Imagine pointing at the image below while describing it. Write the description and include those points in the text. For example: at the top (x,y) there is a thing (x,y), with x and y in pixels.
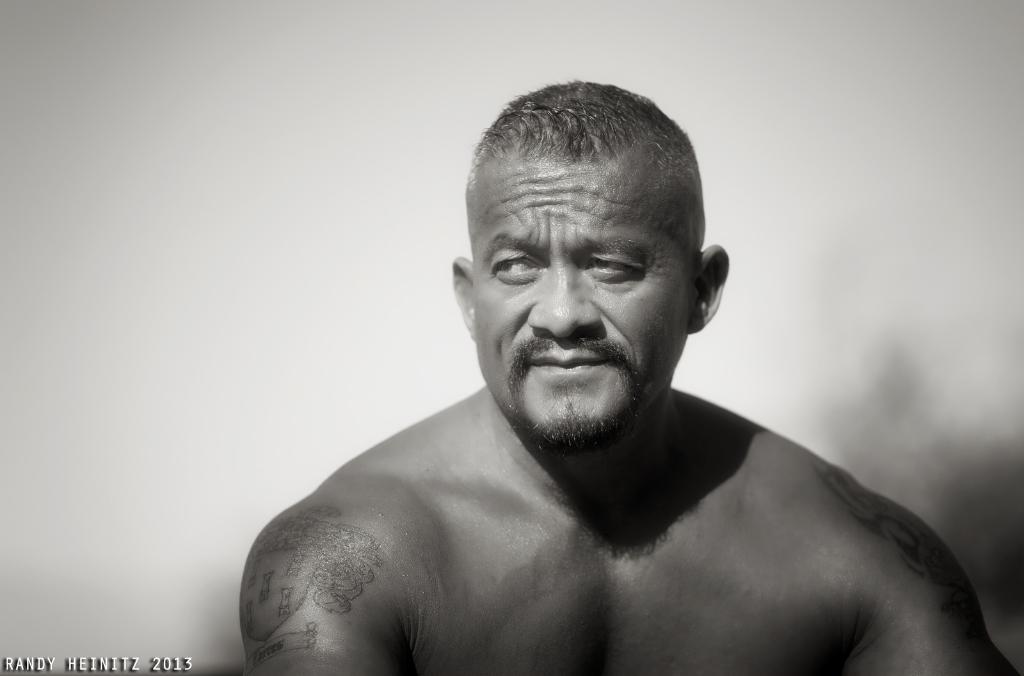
This is a black and white image. Here I can see a man (614,377) looking at the left side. The background (240,487) is blurred. In the bottom left-hand corner (74,663) there is some text (122,663).
